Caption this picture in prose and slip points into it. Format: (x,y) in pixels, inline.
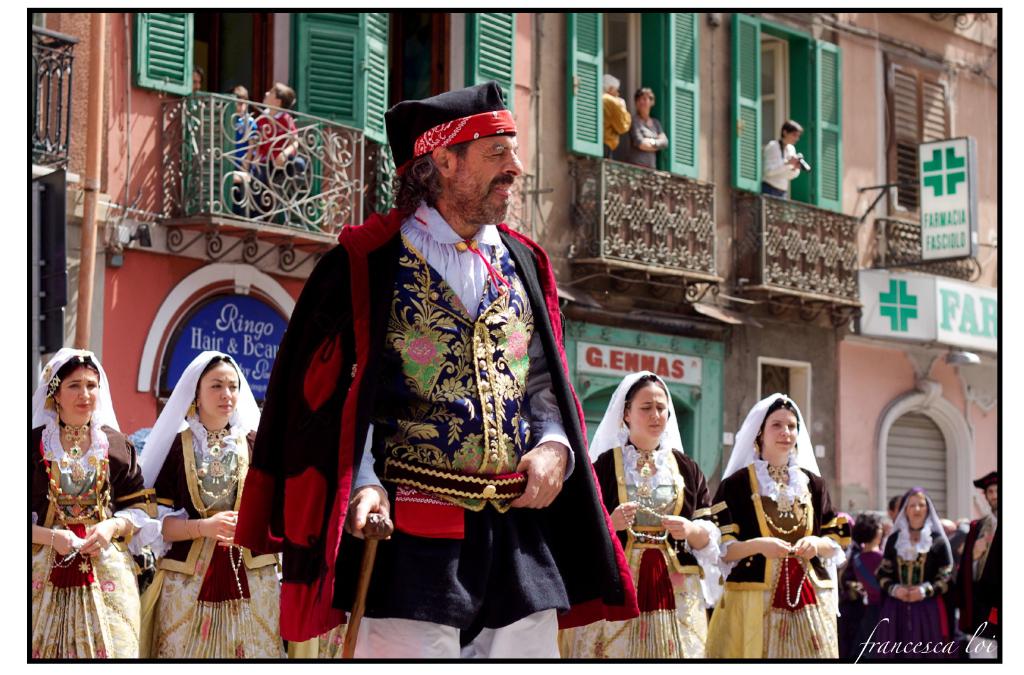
In this image we can see there are people (649,551) standing on the ground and holding a stick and chain (803,558). At the back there are people (796,175) standing on the floor (309,234) and holding a camera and there are kids (265,124) sitting on the chair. And there is the board (937,223) attached to the building (818,173).
